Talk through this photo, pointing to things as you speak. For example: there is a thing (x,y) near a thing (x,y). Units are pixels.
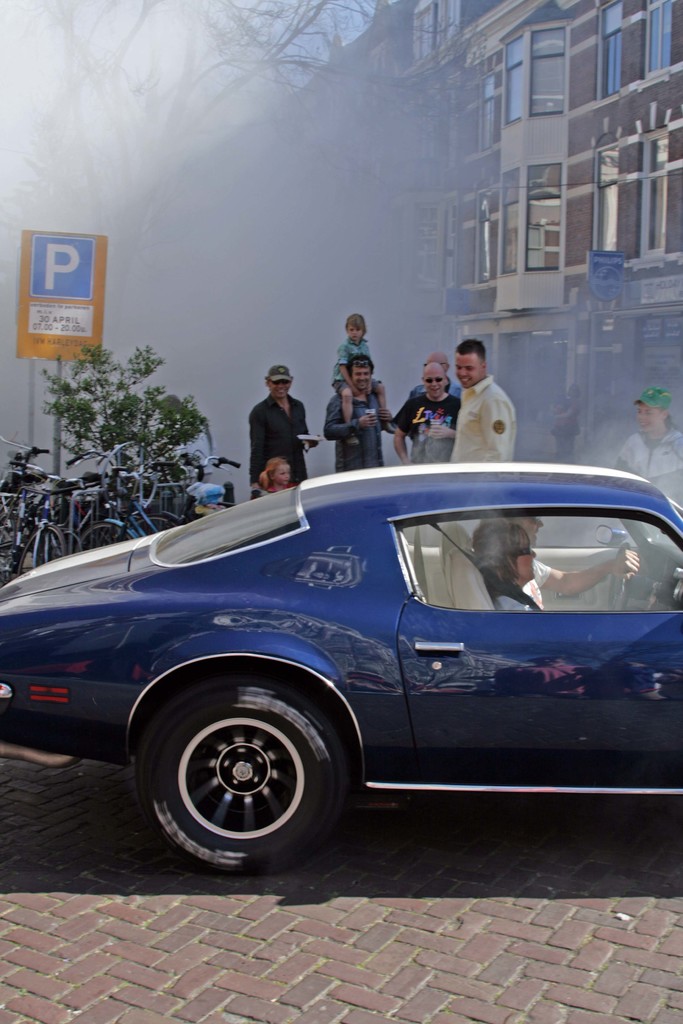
Here we can see a vehicle (462,768) on the road (493,884). There are some persons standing on the road (368,995). These are the bicycles (155,487) and there is a plant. Here we can see a building (458,249) and this is board (100,271).
